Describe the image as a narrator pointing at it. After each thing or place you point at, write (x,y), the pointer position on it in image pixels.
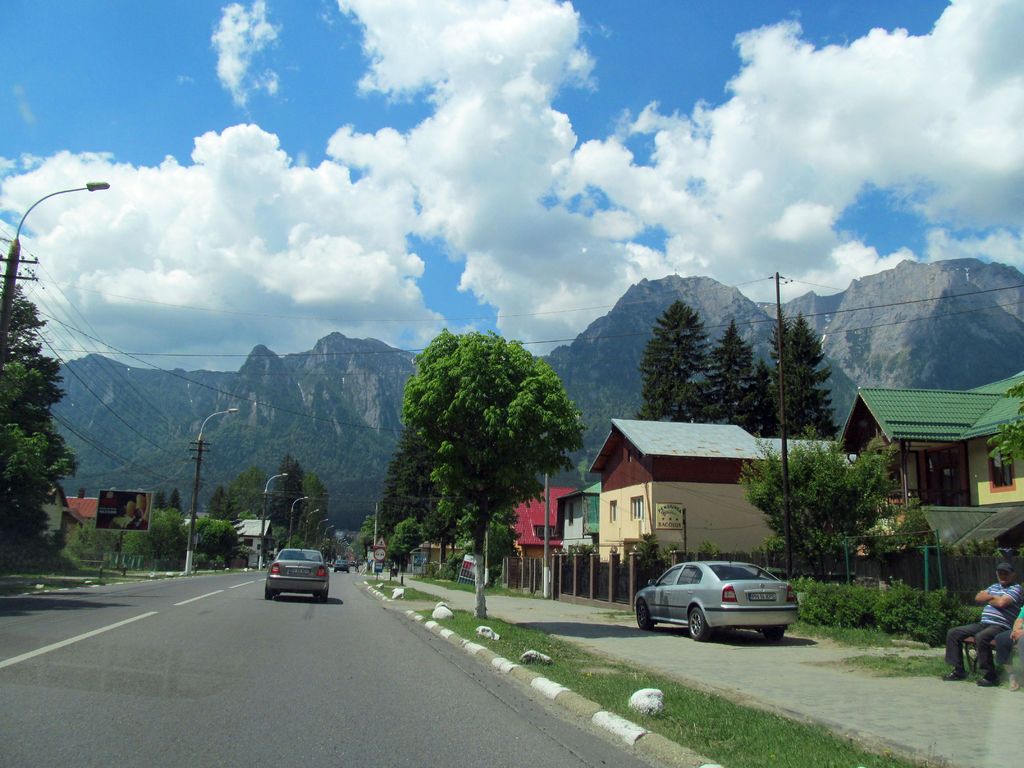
In this image we can see cars (700,617), road (458,697), fence (592,570), electricity poles (15,281), street lights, wires (544,339), trees (664,377) and buildings (955,477). In the background (890,334), we can see the mountains (946,320). At the top of the image (458,48), we can see the sky (360,90) with some clouds (350,235). There are two people (996,626) sitting on the right side of the image (1013,643).
